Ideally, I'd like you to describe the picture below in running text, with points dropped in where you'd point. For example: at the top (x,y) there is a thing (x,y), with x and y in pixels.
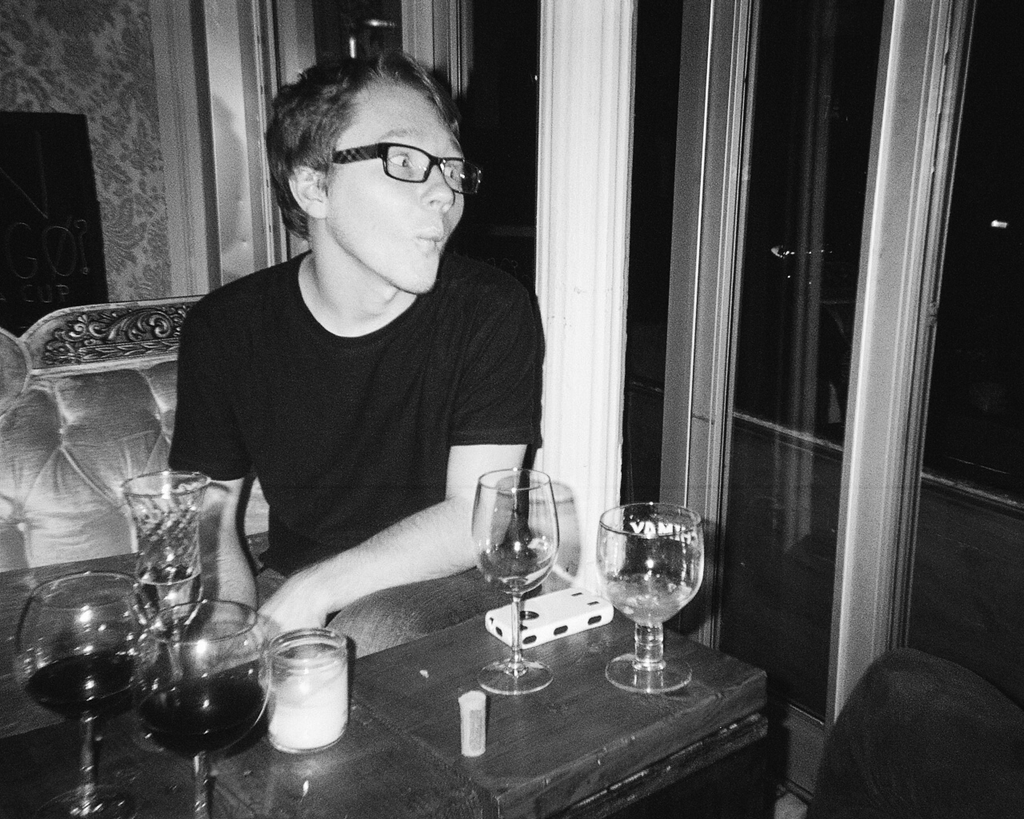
In this image we can see a person (340,207) sitting and there are many glasses (192,710) in front of him on the table (350,702). In the background (647,479) we can see glass windows (775,266).
